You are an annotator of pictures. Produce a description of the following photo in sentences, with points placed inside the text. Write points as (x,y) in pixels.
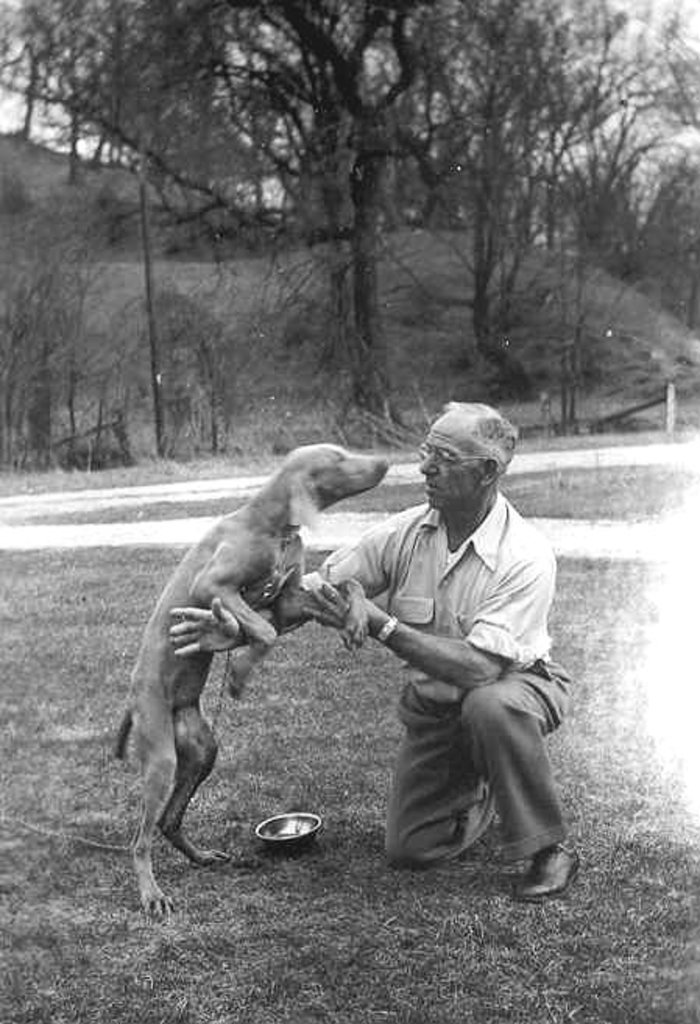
In the middle of the image (448,424) a man (474,430) is holding a dog (384,465). Bottom of the image (56,1006) there is a grass (56,968). At the top of the image (382,104) there are some trees (211,247).
